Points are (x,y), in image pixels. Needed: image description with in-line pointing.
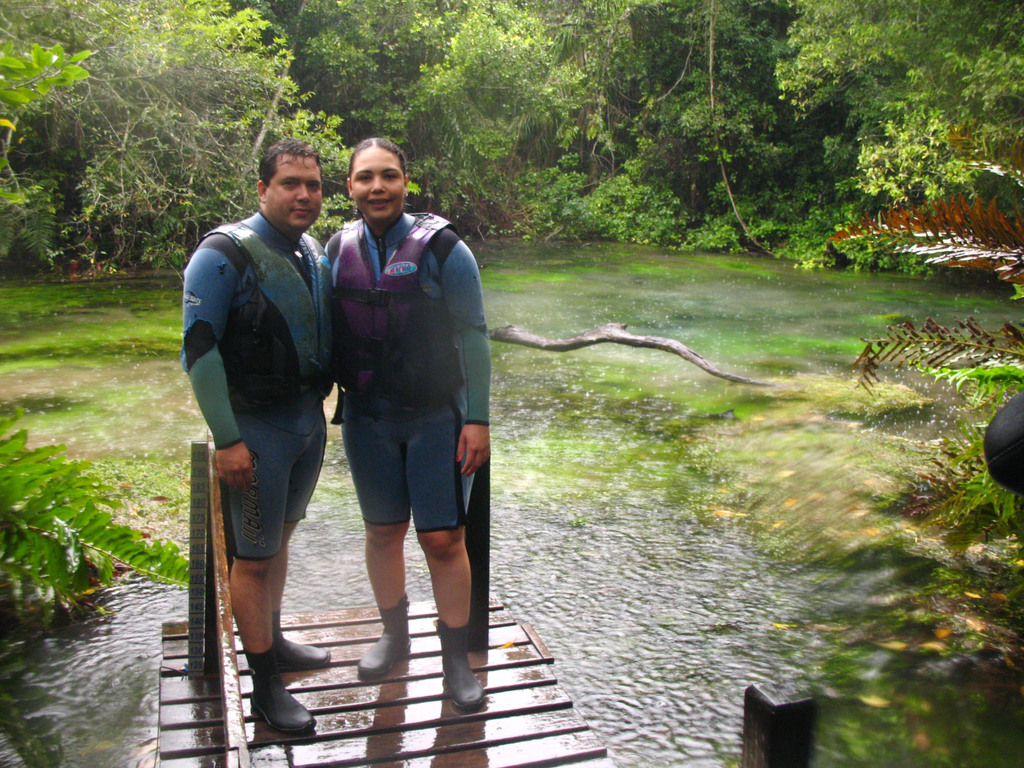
In this image I can see a platform (291,637) and on it I can see two persons (211,264) are standing. I can see both of them are wearing life jackets (388,327), swimming costumes (316,429) and shoes (462,700). In the background (743,276) I can see water (500,525) and number of trees (61,137). On the right side of the image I can see a black colour thing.
